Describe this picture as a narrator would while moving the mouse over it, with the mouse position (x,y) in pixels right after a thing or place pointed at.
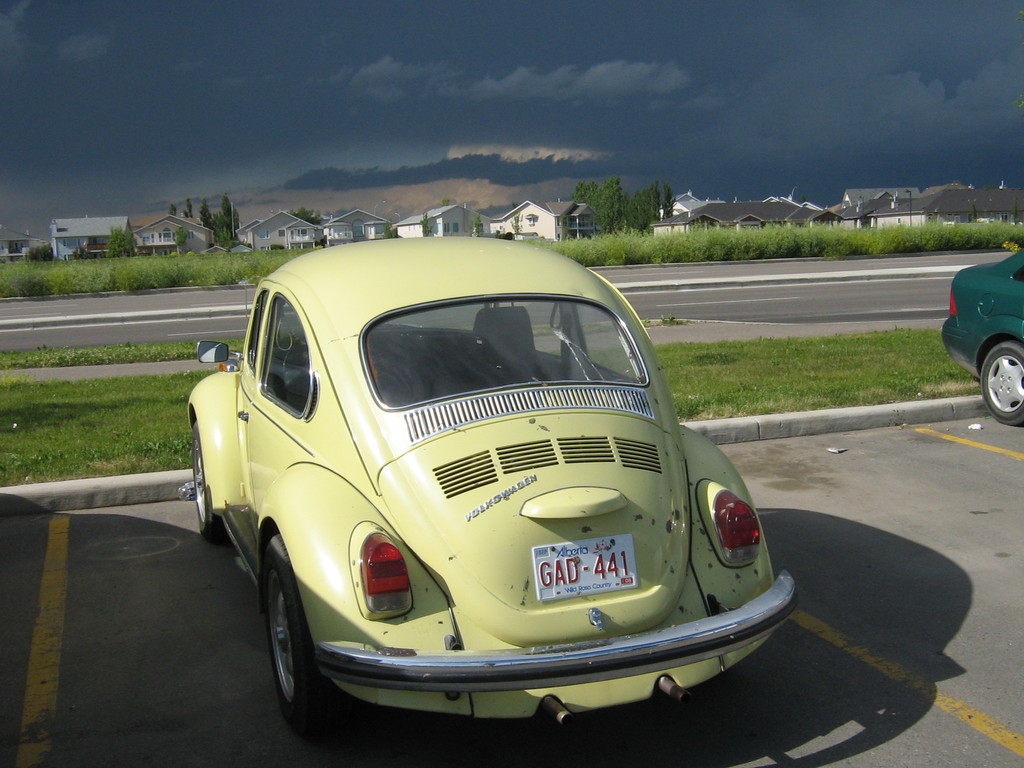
The picture is taken outside a city (970,203), on the streets (889,308). In the foreground (471,293) there are cars (204,408), grass (93,389) and road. In the center of the picture (589,257) there are houses (700,224), trees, plants (111,257). At the top (321,109) the sky (570,94) is cloudy.
